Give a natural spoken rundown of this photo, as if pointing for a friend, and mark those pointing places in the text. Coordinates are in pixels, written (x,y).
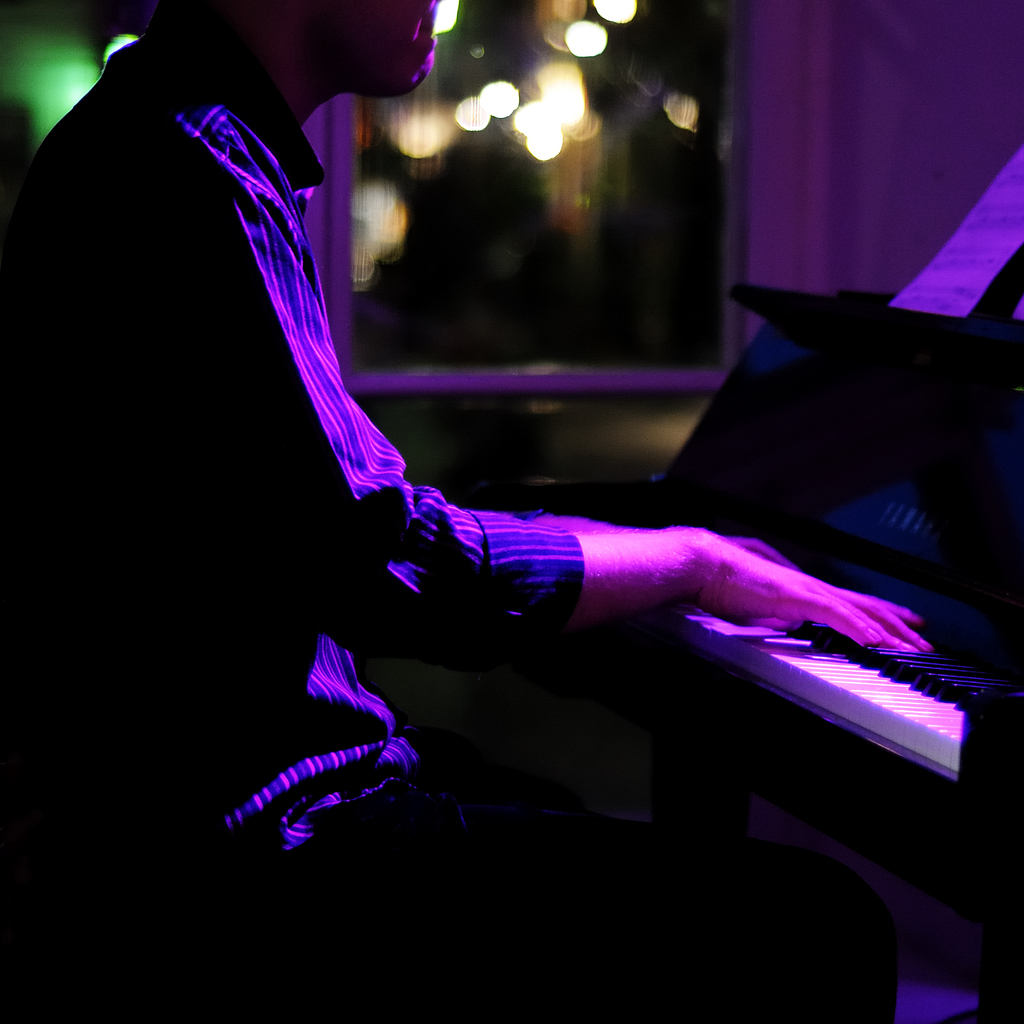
In this picture there is a man (375,557) sitting on the chair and playing a piano (917,699). There is a paper (991,252) on the top of the piano (921,421). There are some lights (545,84) in the background (557,147).
